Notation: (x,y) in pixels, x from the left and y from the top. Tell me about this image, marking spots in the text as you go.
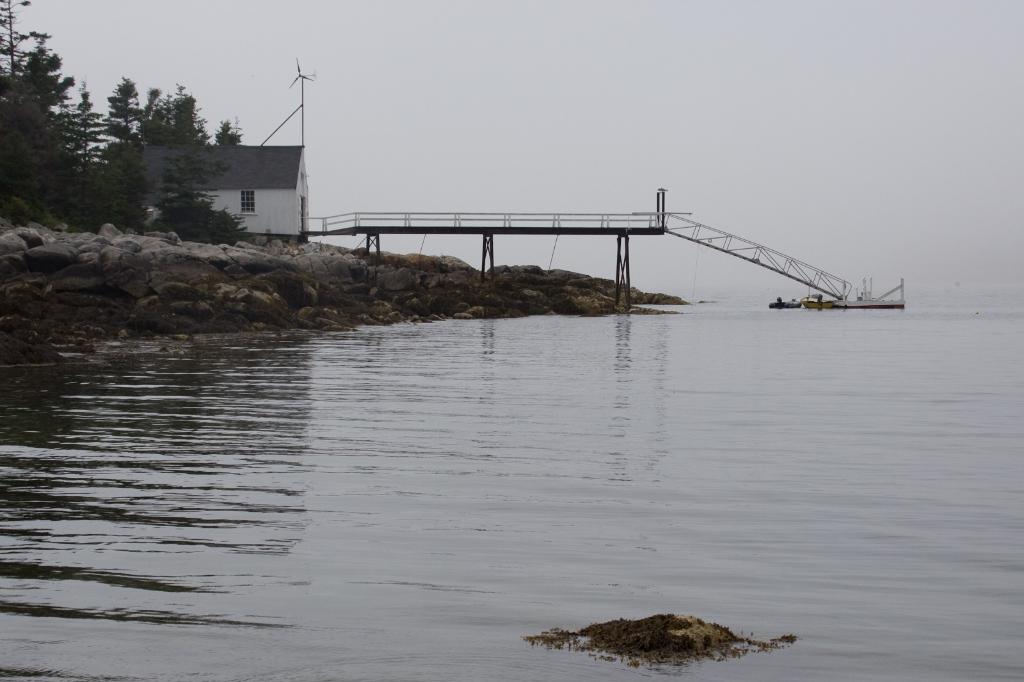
At the bottom of the image (407,490) there is a river (422,426). On the left (189,227) we can see a shed (306,202) and trees (189,227). In the center (482,262) there is a bridge (325,217). In the background (604,136) we can see sky (551,119).
